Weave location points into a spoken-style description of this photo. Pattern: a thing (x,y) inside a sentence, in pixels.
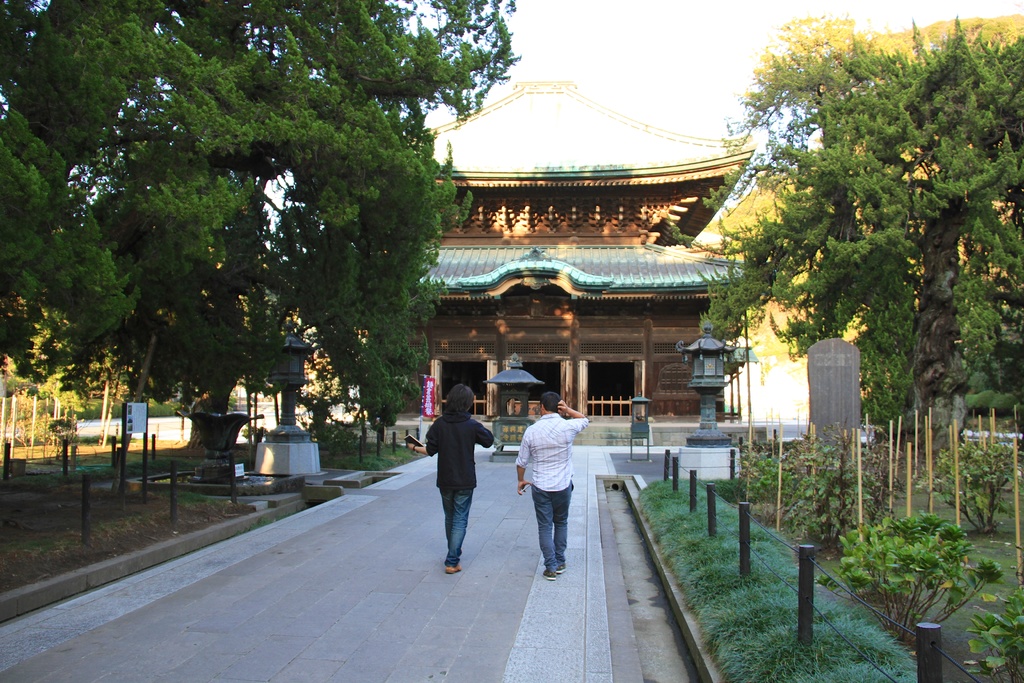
In this picture I can see few trees (787,289) and a building (517,296) and couple of them are walking and a board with text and few plants (823,527) on the ground (782,527) and a cloudy sky (566,42).
